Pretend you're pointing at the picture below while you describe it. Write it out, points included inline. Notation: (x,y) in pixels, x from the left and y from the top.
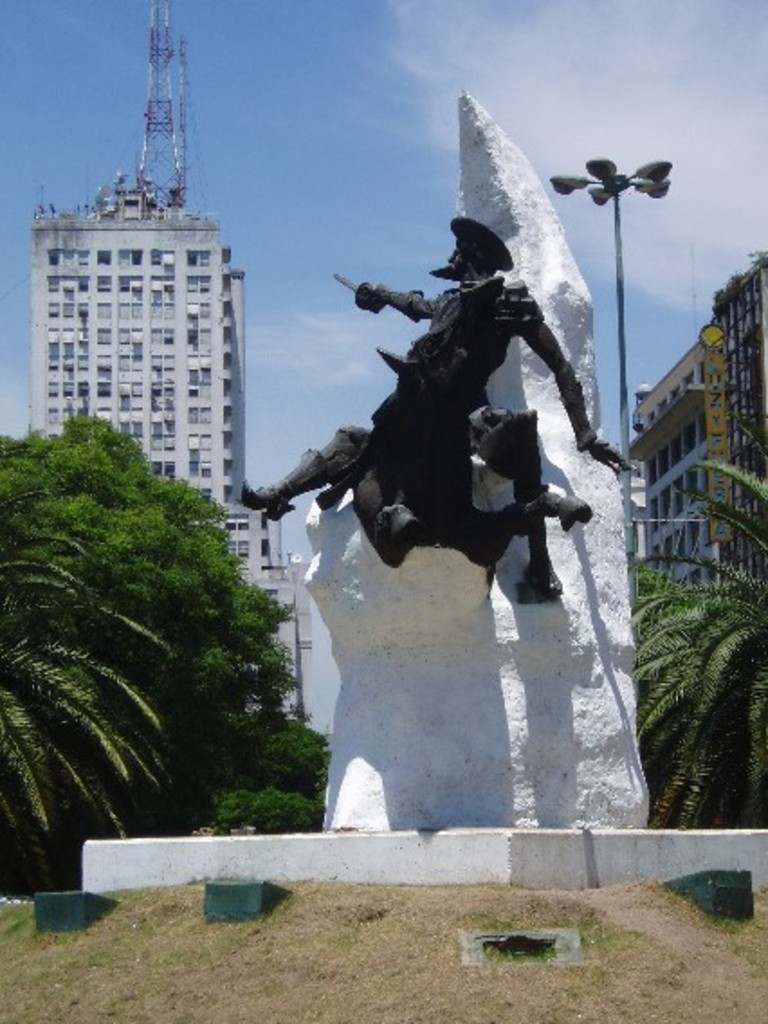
In the middle of the image (488,420) we can see a statue (410,485), in the background (128,614) we can find few trees (183,624), buildings (71,284), poles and a tower (164,140).
